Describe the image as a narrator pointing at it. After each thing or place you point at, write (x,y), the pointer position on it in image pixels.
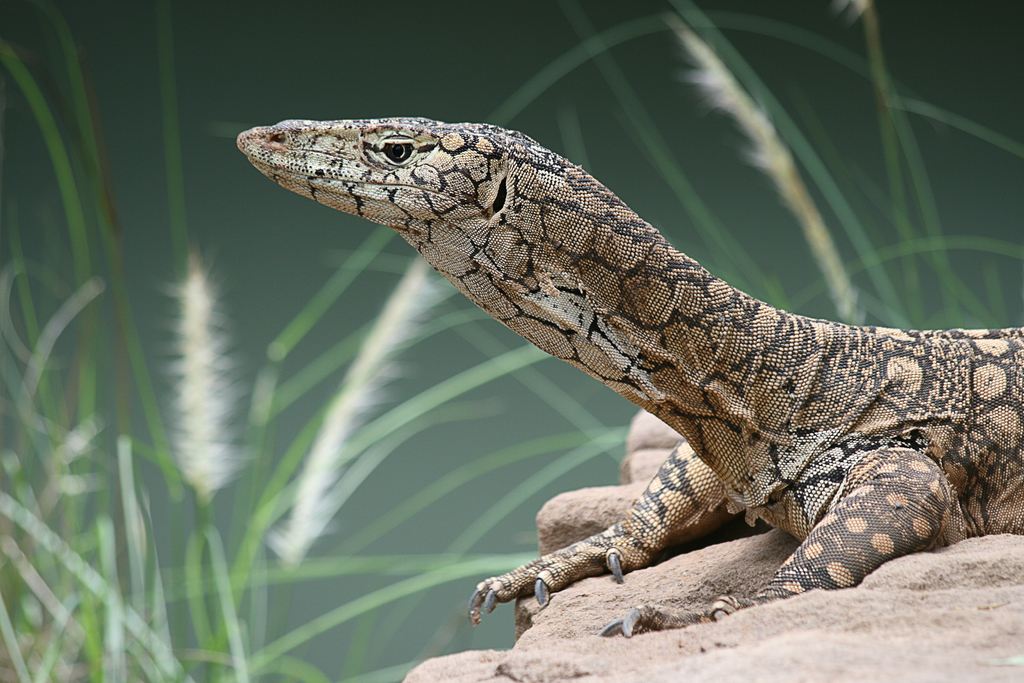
In this picture we can see a reptile (561,341) on the rock (588,610). Behind the reptile (561,288), there are grasses (265,431) and the blurred background (85,481).
